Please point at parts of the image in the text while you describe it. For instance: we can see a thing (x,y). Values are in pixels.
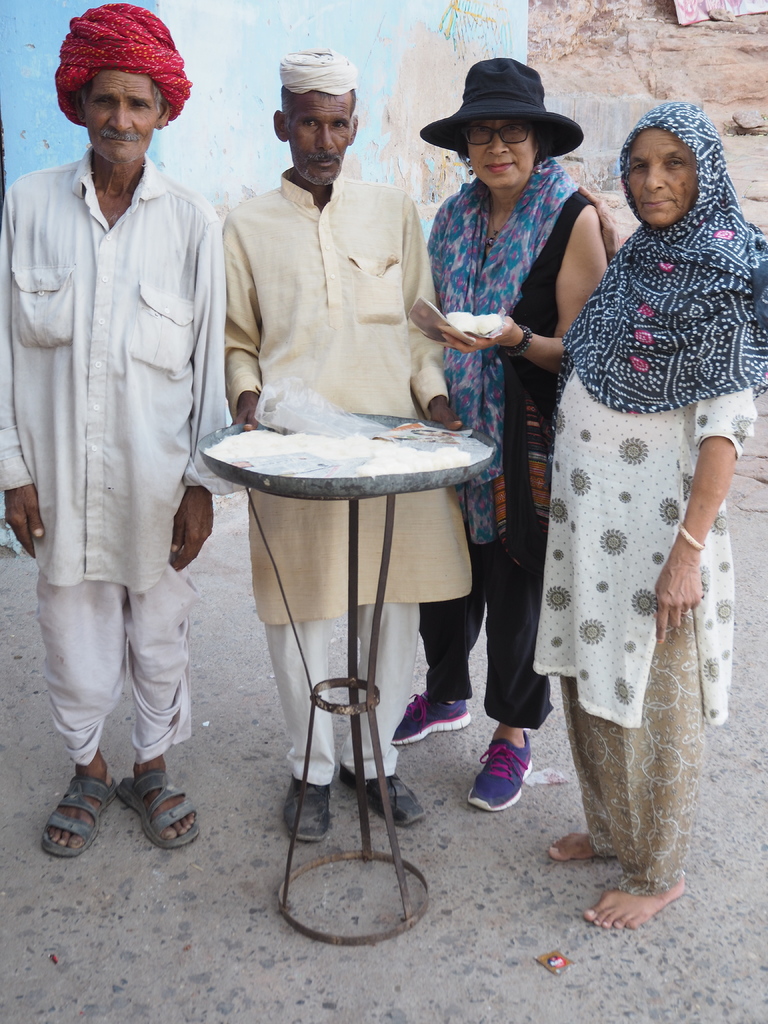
In this image we can see four persons (387,334) and among them a person (481,273) is holding an object (474,328). In front of the person (474,228) we can see a table (477,466). On the table (395,422) we can see few objects (325,446). Behind the persons (704,140) we can see the wall (575,76).
